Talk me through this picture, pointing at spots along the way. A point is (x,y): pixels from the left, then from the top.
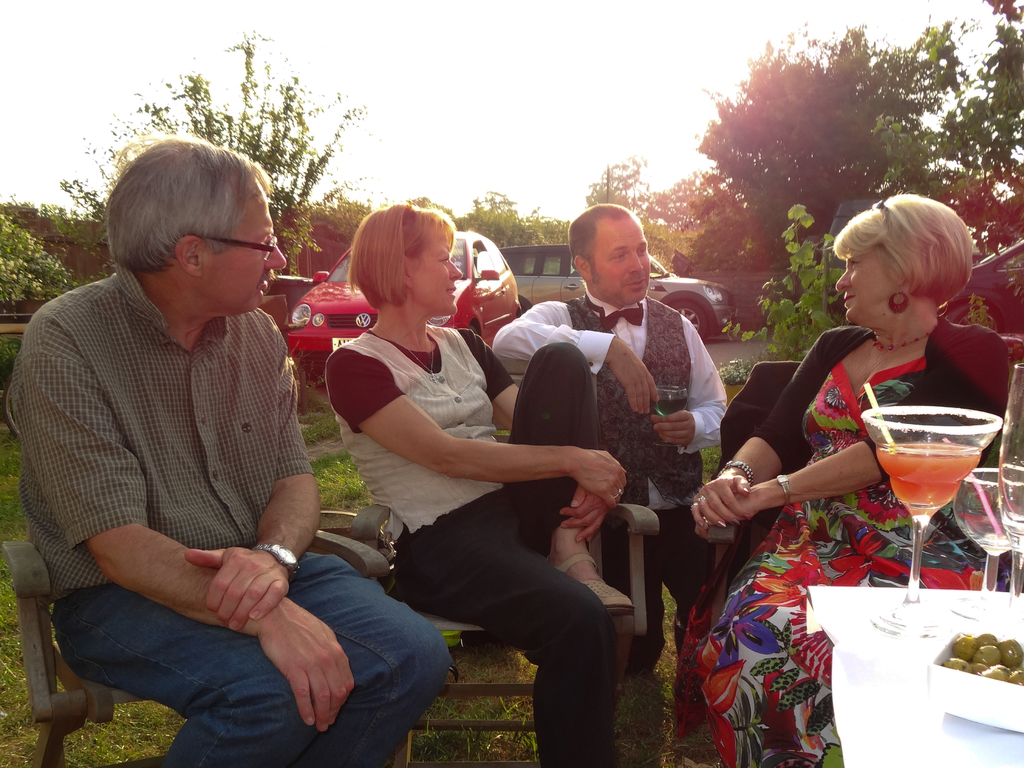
In the center of the image (534,322), we can see people (681,377) sitting on the chairs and there are glasses (900,475) and we can see some drink (908,464) and straws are on the table (871,588). In the background (507,317), there are trees (300,222) and we can see vehicles (520,307). At the top (441,58), there is sky (489,86).
